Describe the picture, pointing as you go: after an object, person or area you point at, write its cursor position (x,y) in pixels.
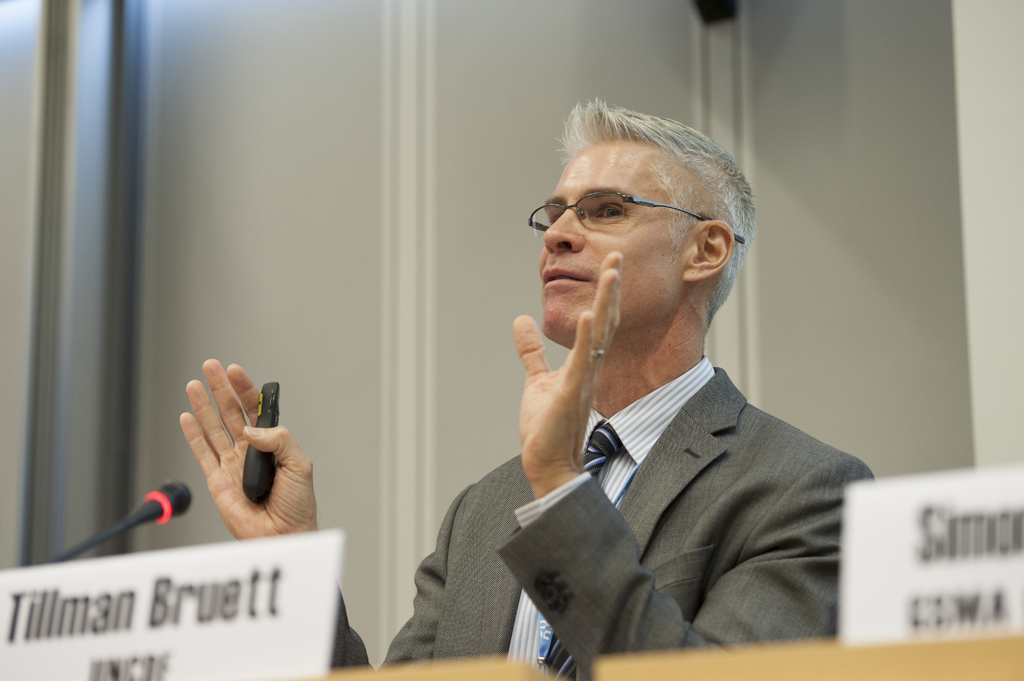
A person (617,562) is seated wearing a suit (594,589) and holding an object (273,402) in his hand (229,475). There are name stands (200,617) and a microphone (135,516).
